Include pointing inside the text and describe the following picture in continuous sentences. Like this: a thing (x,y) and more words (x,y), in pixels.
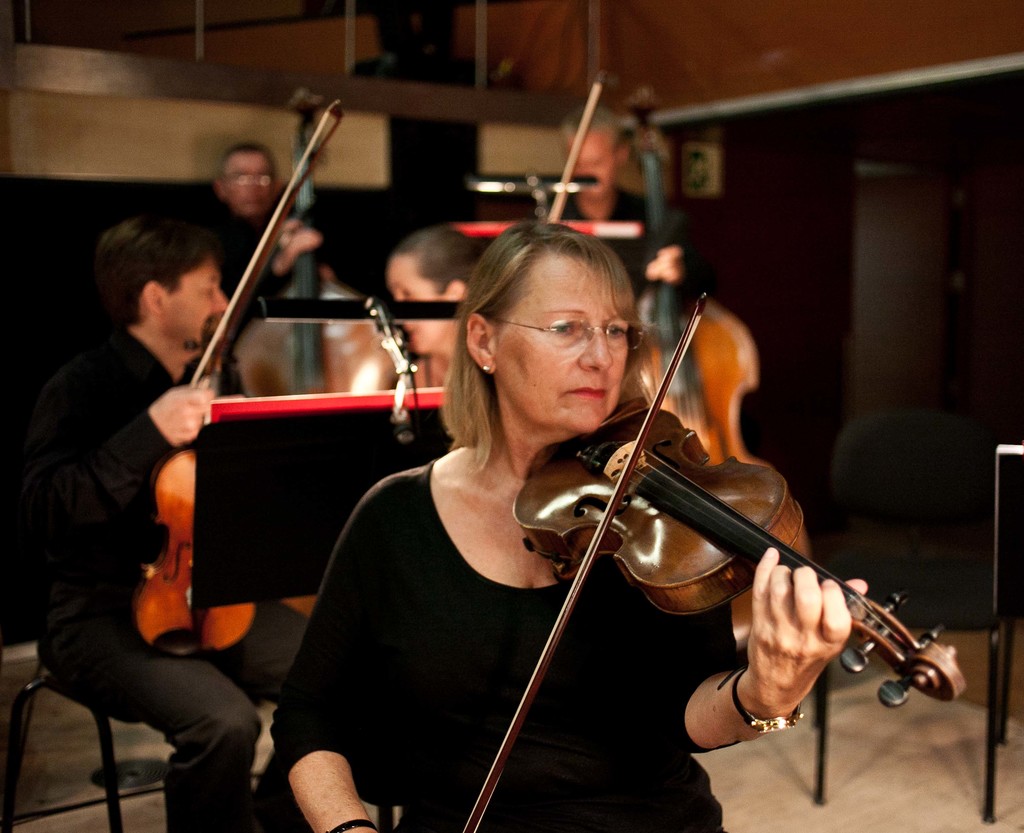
In this image there are group of people (405,621) who are sitting on a chair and they are playing a violin (631,495), in front of them there is one board (245,470) on the board (235,459) there are some papers (294,404). On the right side (895,523) there is one chair (894,521).
